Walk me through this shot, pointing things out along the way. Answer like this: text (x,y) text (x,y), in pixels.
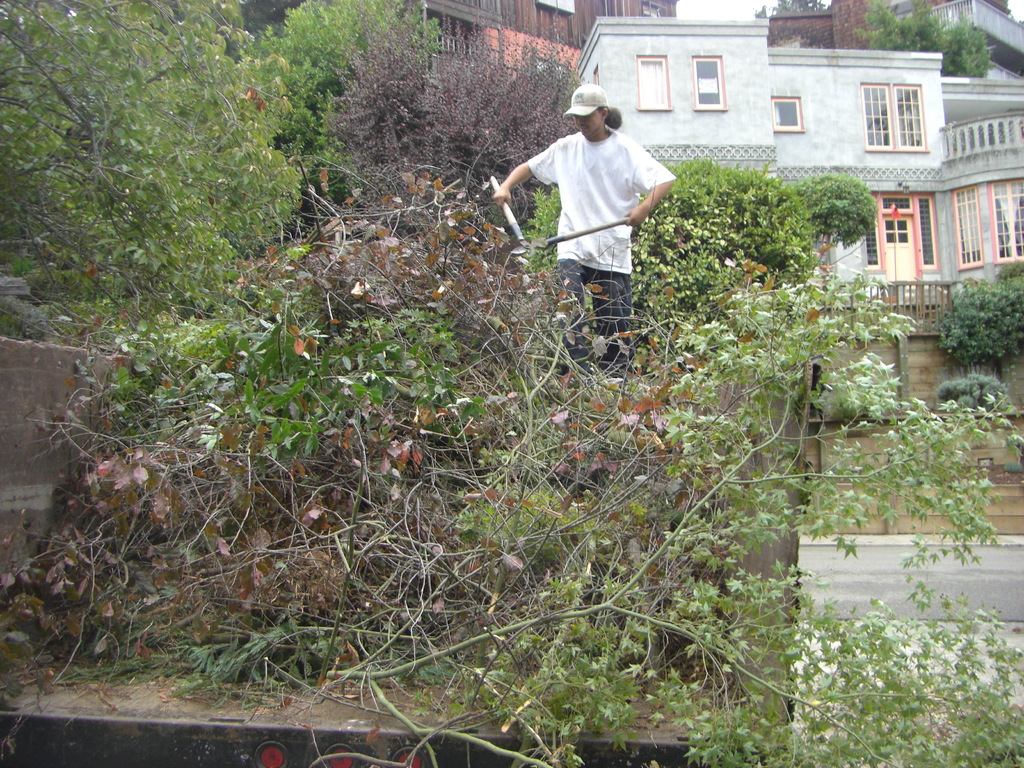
In this image I can see a person (610,338) wearing white t shirt (592,176), cap (601,99) and pant (614,323) is standing and holding an object (509,219) in hands (637,221). I can see few trees (123,83) which are green and brown in color and few buildings (644,121). In the background (767,9) I can see the sky (696,12).
